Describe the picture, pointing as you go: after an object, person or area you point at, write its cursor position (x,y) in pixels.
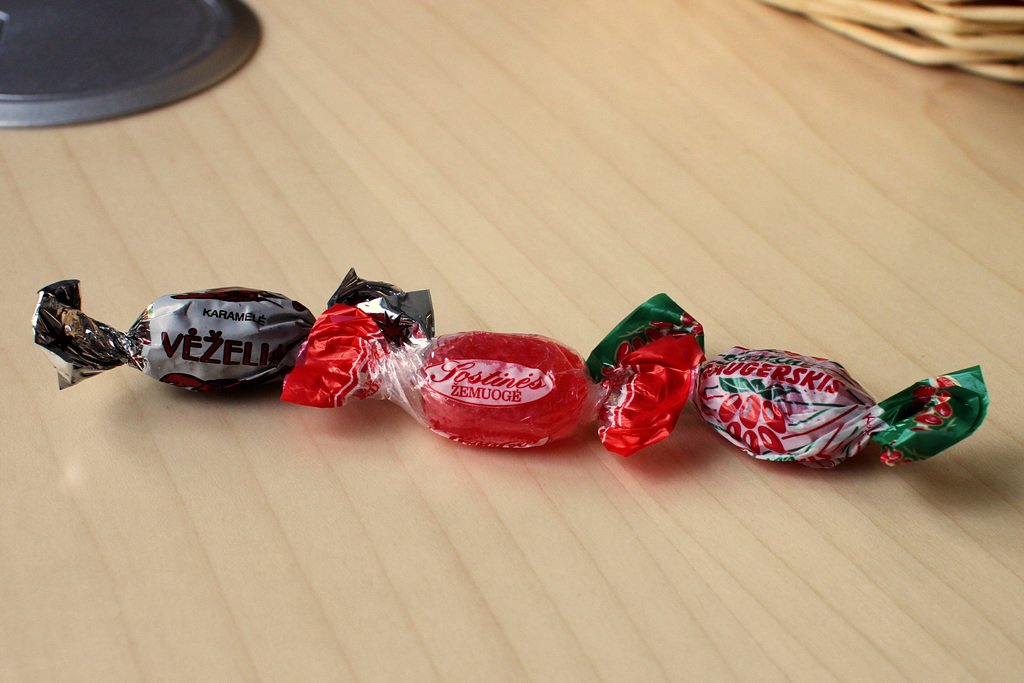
In the middle of the image (381,378) there are three toffees (343,355) on the wooden table (567,527). At the top of the image (117,48) there is an object (135,40) and there is a basket (951,37) on the table (754,83).
